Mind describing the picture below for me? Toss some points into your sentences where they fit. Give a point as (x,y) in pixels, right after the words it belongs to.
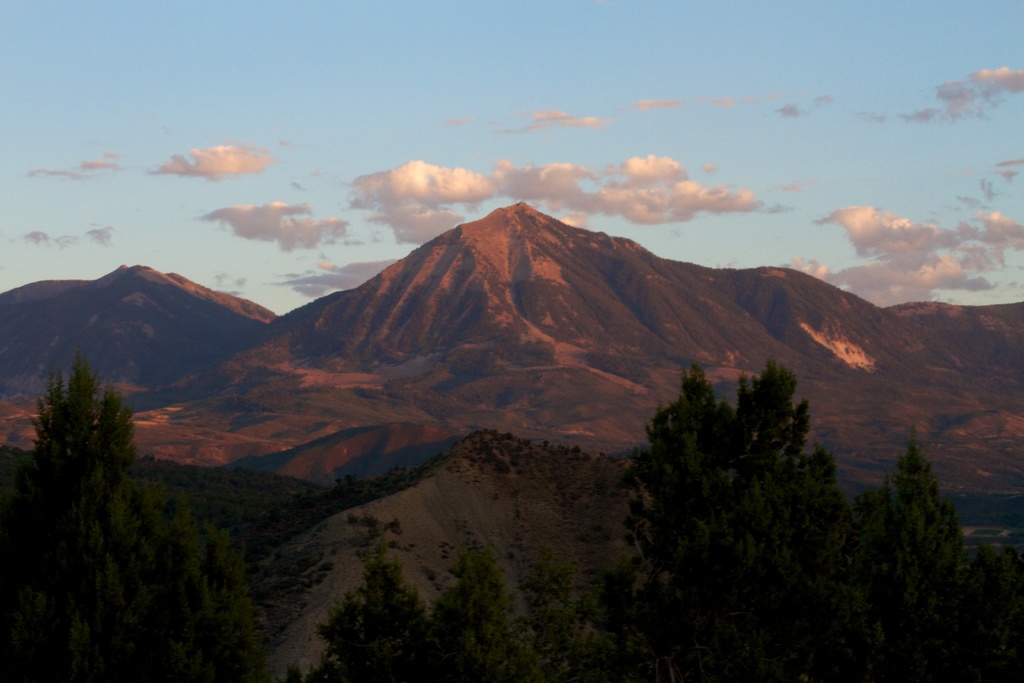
There are trees (741,526), mountains (613,368) and a sky (666,121).
